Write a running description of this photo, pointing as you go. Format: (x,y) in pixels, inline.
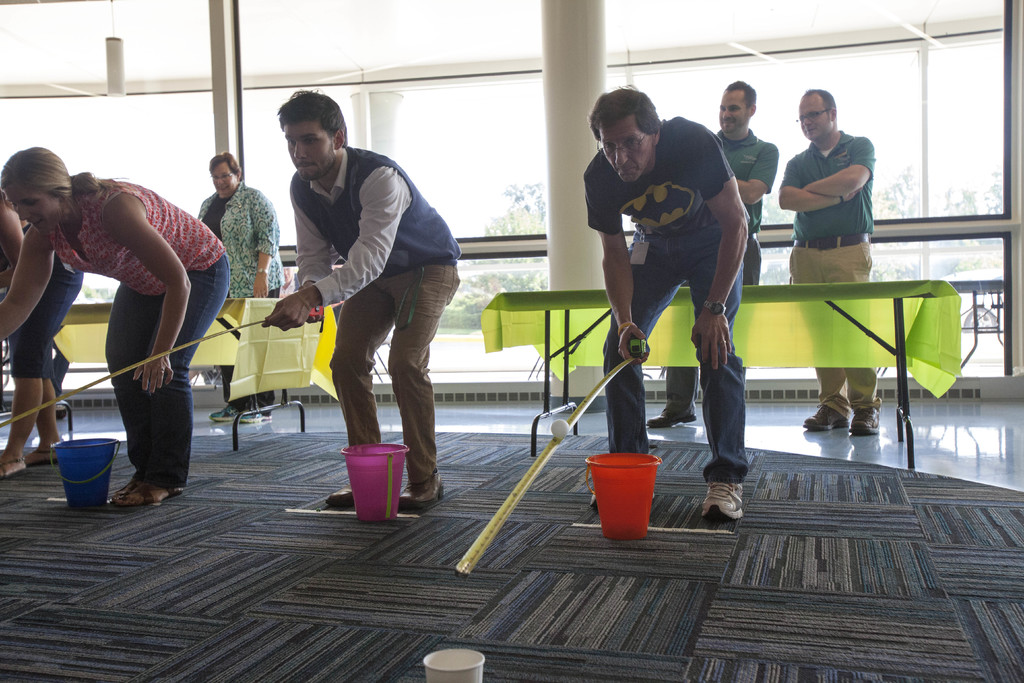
In this image it seems like there are few people (146,293) who are playing the game by holding a tape (639,347) in their hands (636,334). On the tape (617,373) there's a ball (559,430) which has to fall in the cup (442,652) which is in front of them. There is a bucket (625,487) near the legs (166,420) of the people (181,429) who are playing. At the back side (803,365) there is table (834,287) and there are two people (807,155) standing beside the table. And there is a glass window (492,198) through which we can see the trees (522,221). At the bottom (191,642) on the floor (246,645) there is a carpet (169,625).
